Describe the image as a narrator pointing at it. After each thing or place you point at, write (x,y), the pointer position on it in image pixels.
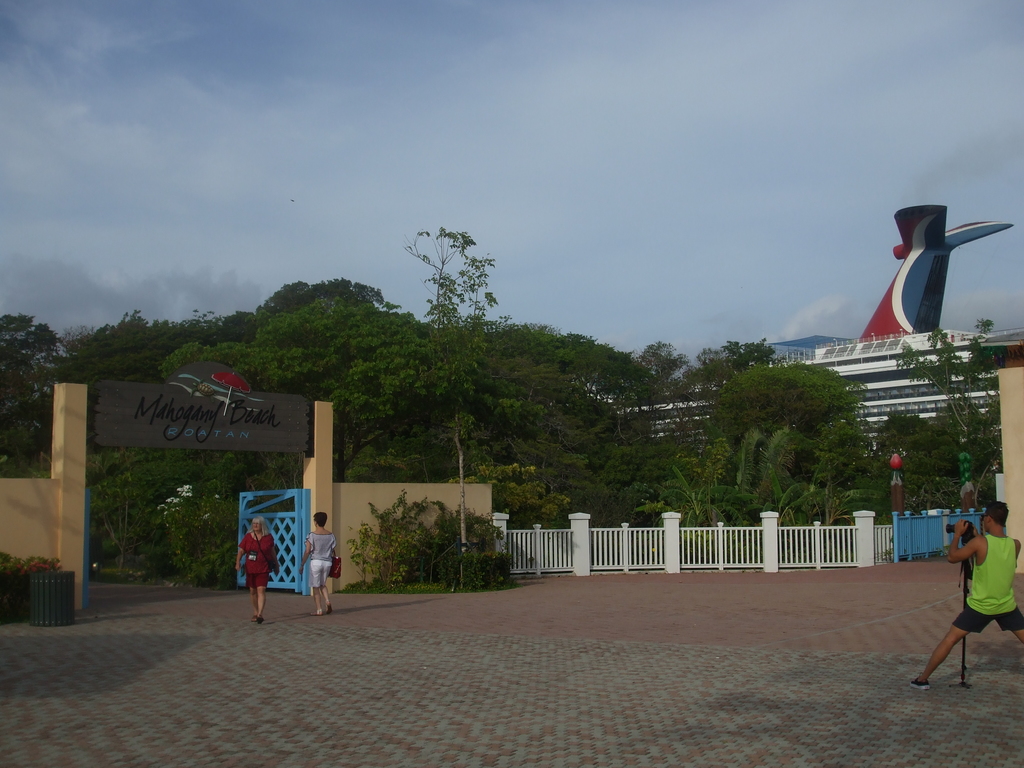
In this image I can see few people (976,549) are standing. On the right side of this image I can see a stand (966,594) and on it I can see a camera (965,537). In the background (949,465) I can see number of trees (235,522), few buildings (916,293), clouds (57,192) and the sky (363,143). On the left side of this image (161,383) I can see something is written.
